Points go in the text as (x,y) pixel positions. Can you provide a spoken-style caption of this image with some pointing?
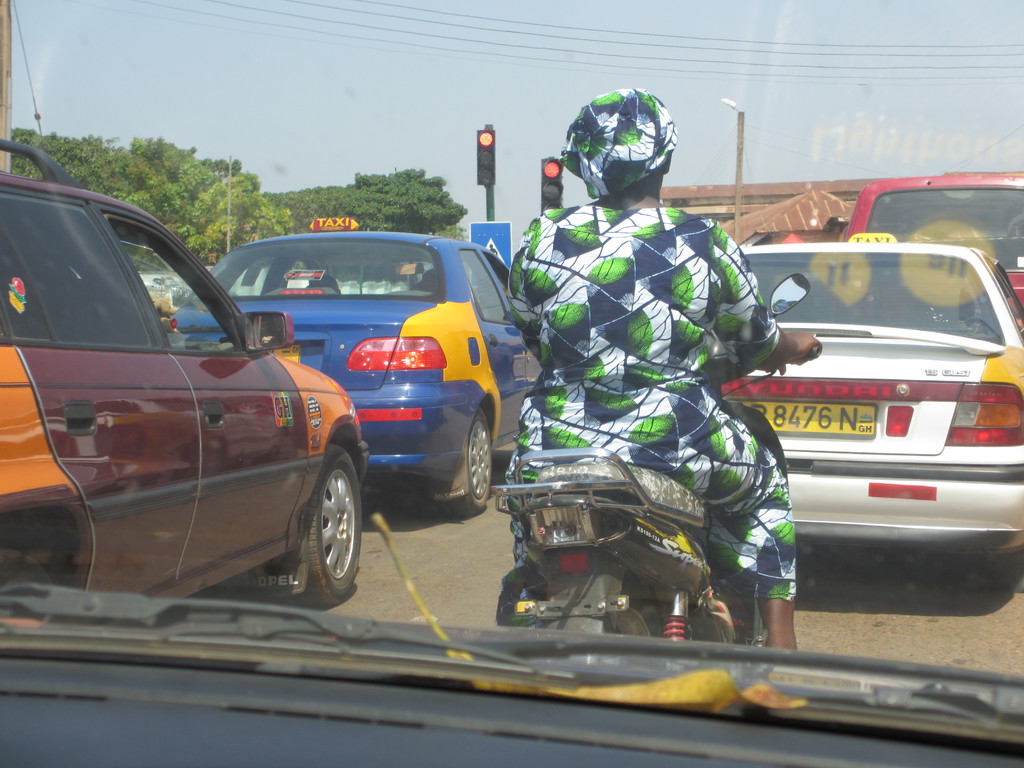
In this picture there is a woman (656,334) who is driving a bike (684,500). In front of her I can see many cars (796,390) on the road (1016,613). At the bottom (239,737) I can see the car's dashboard (397,752). In the background (144,185) I can see the traffic signals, poles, trees (143,139) and sign boards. At the top (527,219) I can see the sky (527,219) and electric wires (467,28).
